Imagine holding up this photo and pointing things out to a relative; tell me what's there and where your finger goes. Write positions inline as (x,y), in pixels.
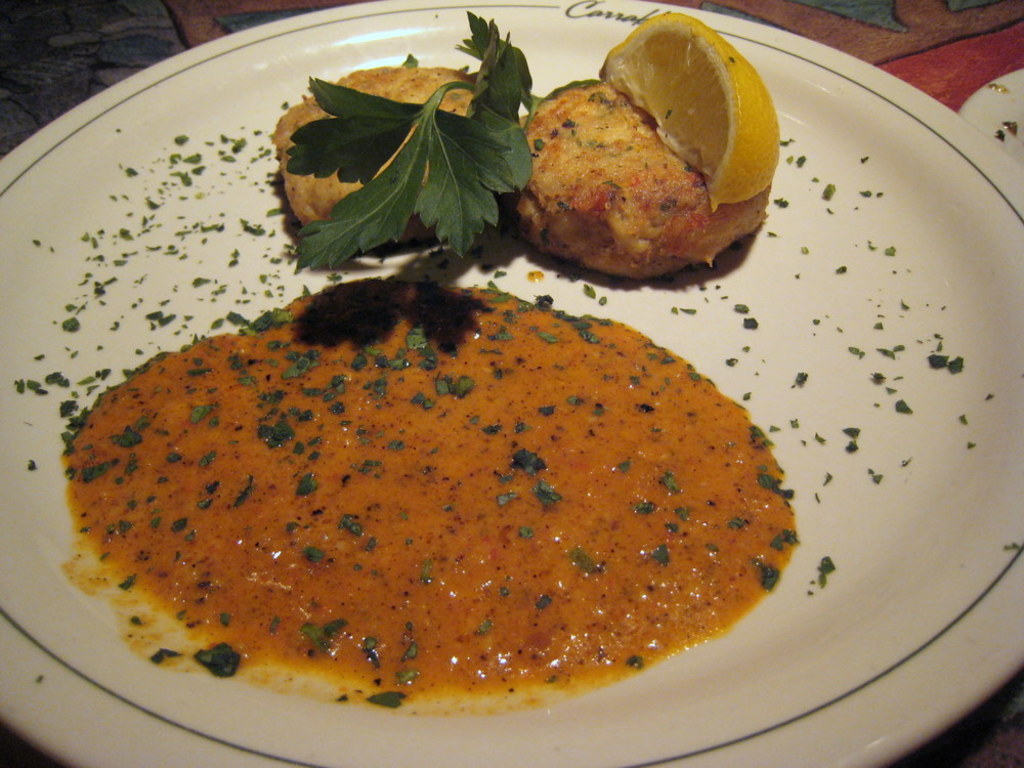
In this picture I can see the white color plate (83,282) and in it I can see food (317,105) which is of brown, yellow and red color and I see coriander leaves (359,178).
